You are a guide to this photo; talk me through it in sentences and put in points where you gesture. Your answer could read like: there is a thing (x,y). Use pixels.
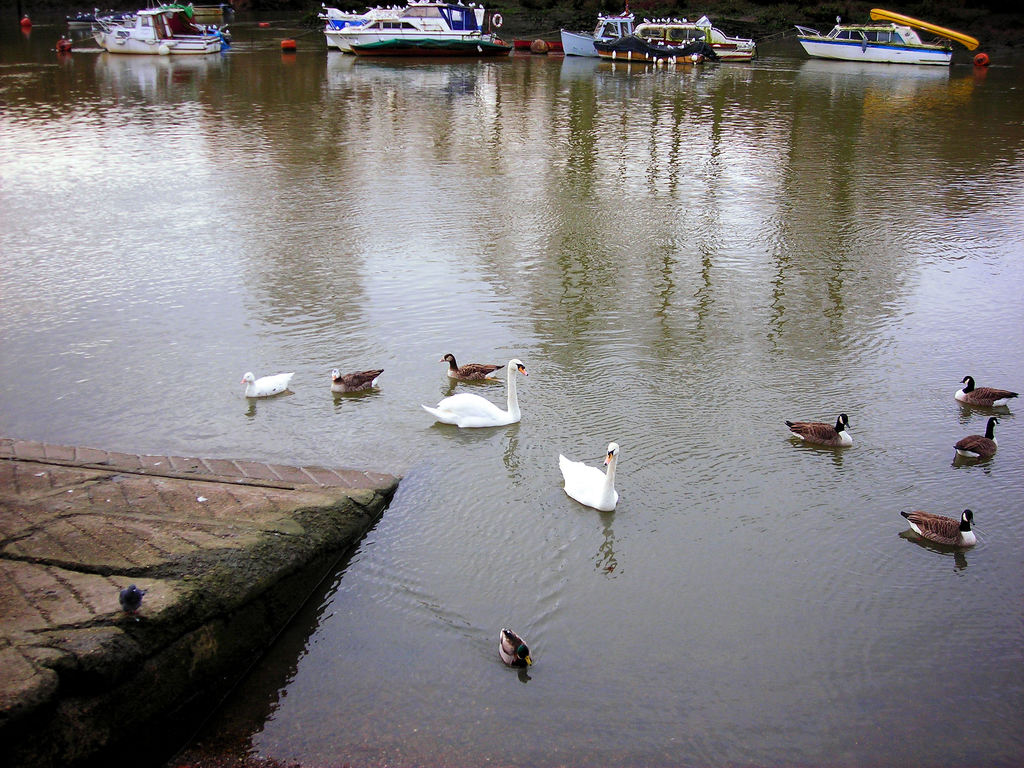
In this image we can see some boats (838,53), safety rings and also ducks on the surface (810,588) of the water (752,371). On the left (112,688) we can see the path (164,531).
